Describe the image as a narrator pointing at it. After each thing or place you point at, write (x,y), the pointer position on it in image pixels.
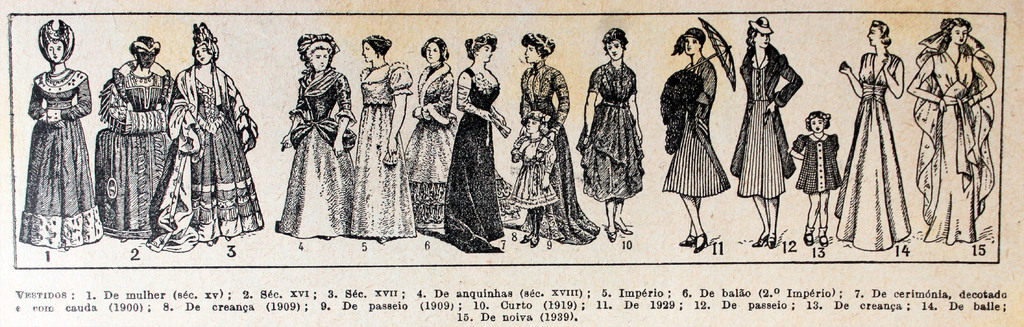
In this picture looks like a paper page (428,190). In this we can see serial number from one to fifteen. Here we can see women (388,160) and children (823,168) in the picture. On the bottom (32,324) we can see the names (533,293) of the dresses (42,79).
